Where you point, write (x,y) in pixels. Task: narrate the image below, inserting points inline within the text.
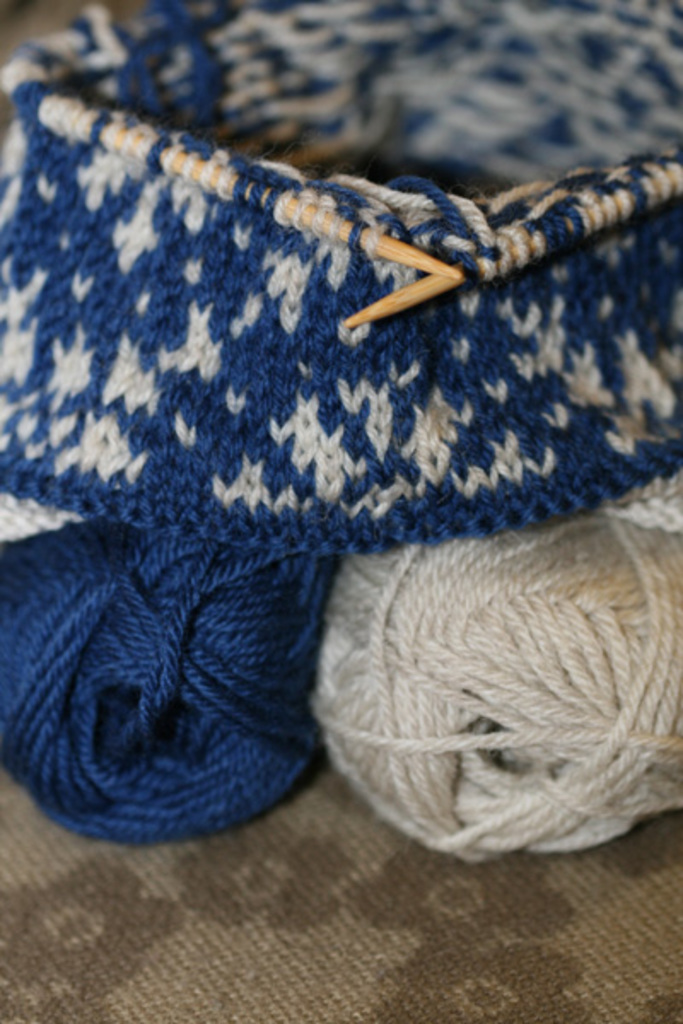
In this image we can see a woolen cloth (138,326) with some sticks (371,310) and the yarns (278,666) which are placed on the surface (367,924).
